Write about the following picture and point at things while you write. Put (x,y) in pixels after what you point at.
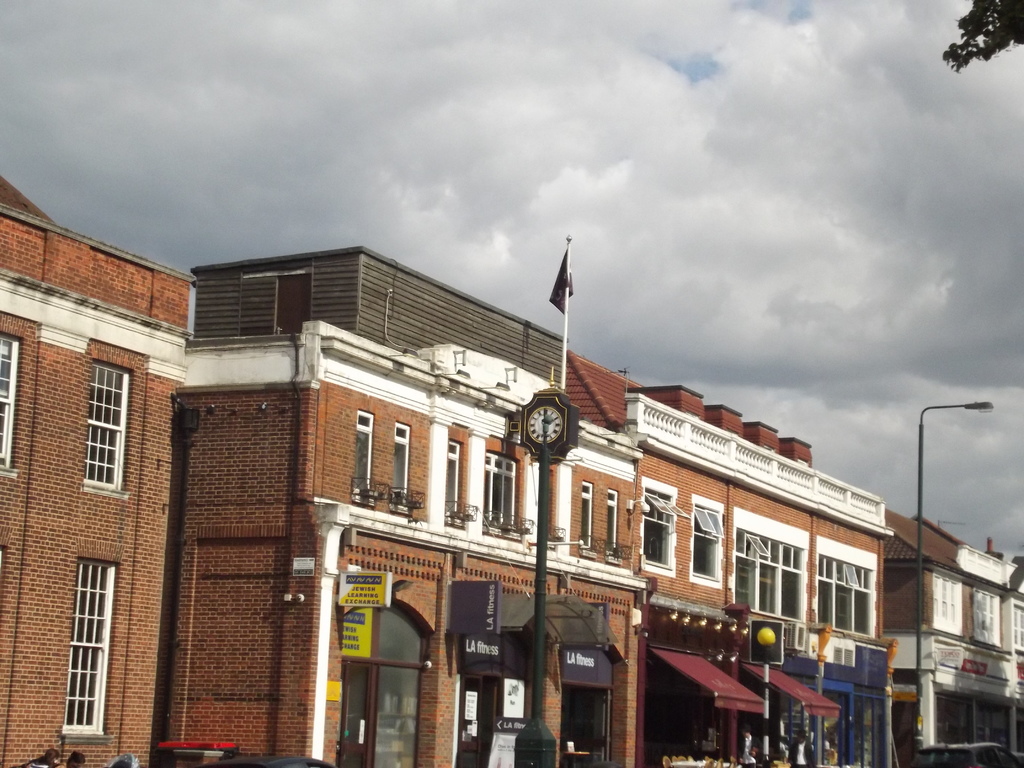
In this image at front (54,448) there are buildings (567,674). In front of the building (513,671) there is a clock (550,458). On top of it there is a flag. We can see street lights (918,663) in front of the buildings (931,618). At the background (500,133) there is sky (479,105).
